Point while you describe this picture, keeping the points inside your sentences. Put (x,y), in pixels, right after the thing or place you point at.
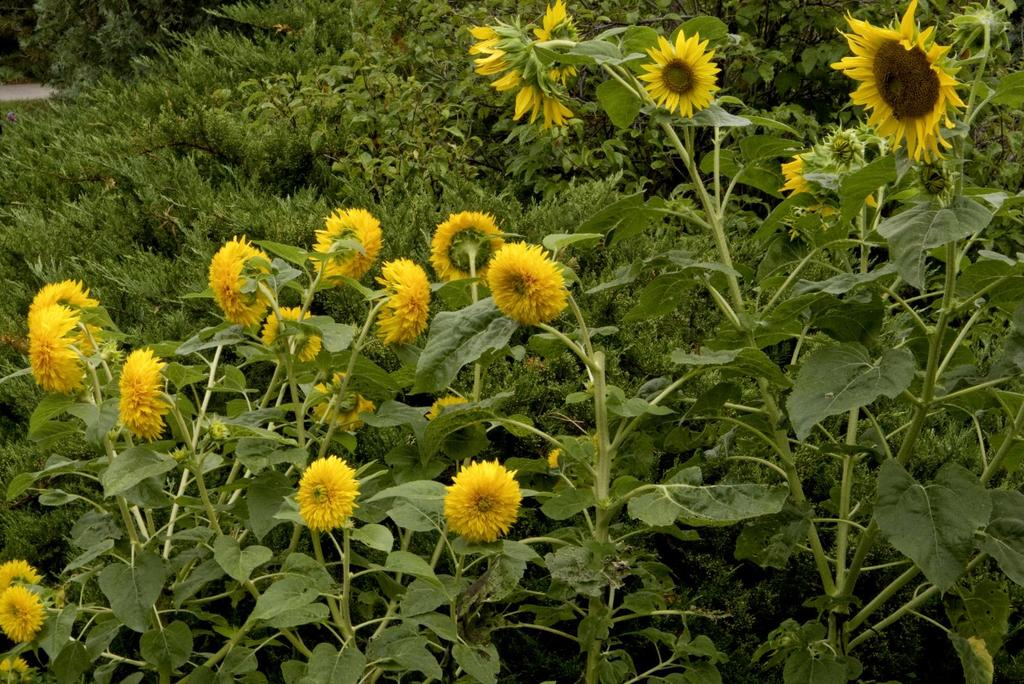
In this image, we can see some plants (759,320) and yellow flowers (915,123).
